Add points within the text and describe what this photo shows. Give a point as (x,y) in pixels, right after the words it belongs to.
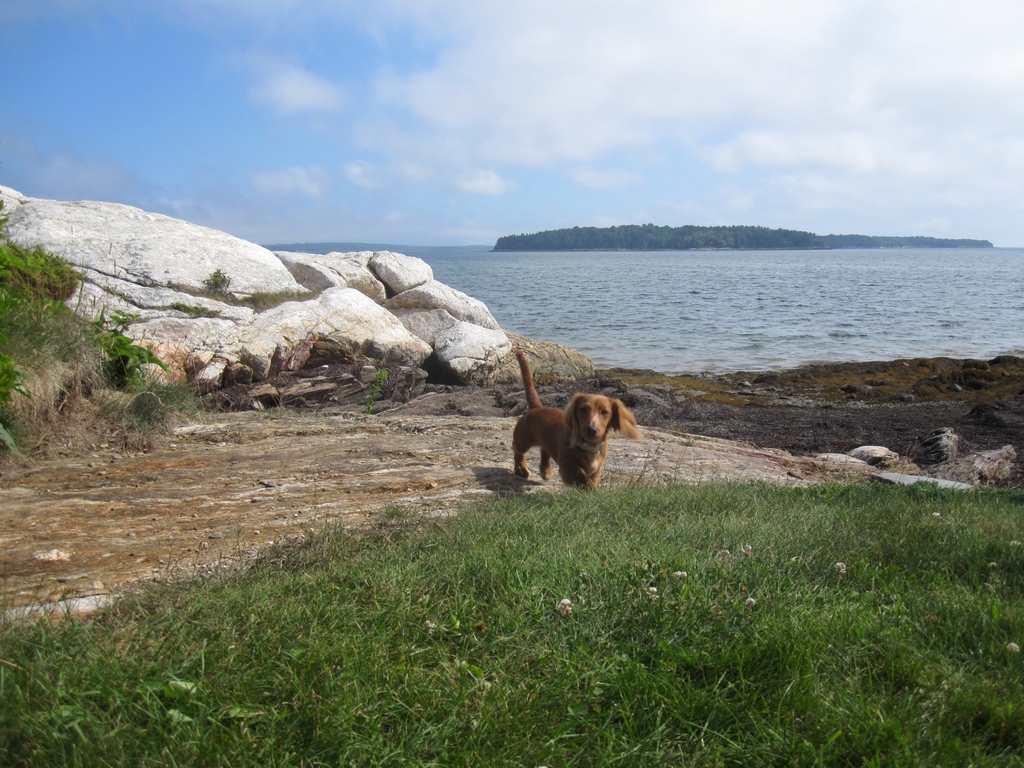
This image consists of water (532,327) in the middle (645,328). There is grass (635,695) at the bottom (614,624). There is a dog (581,455) in the middle (581,446). There is sky (610,179) at the top (381,185).
